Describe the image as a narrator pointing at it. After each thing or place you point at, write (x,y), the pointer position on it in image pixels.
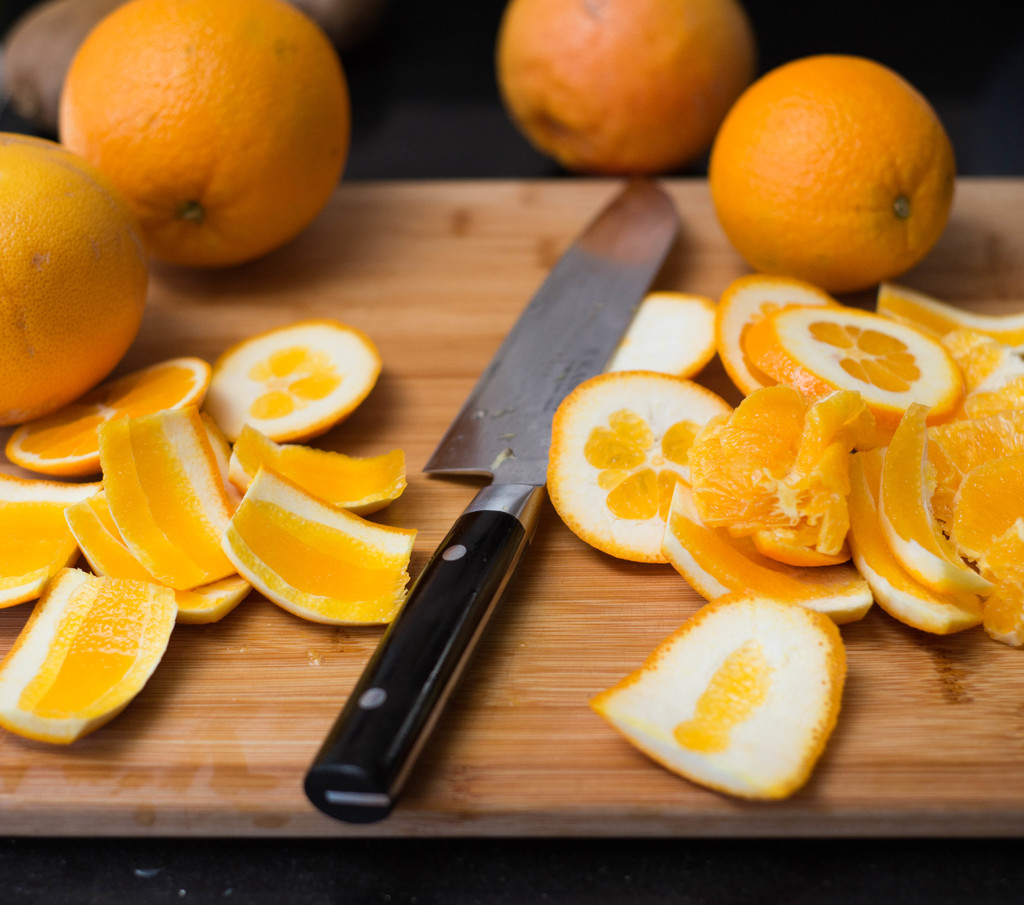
In this image we can see a group of oranges (235,92) placed on a wooden board (690,820) along with a knife (529,466).
